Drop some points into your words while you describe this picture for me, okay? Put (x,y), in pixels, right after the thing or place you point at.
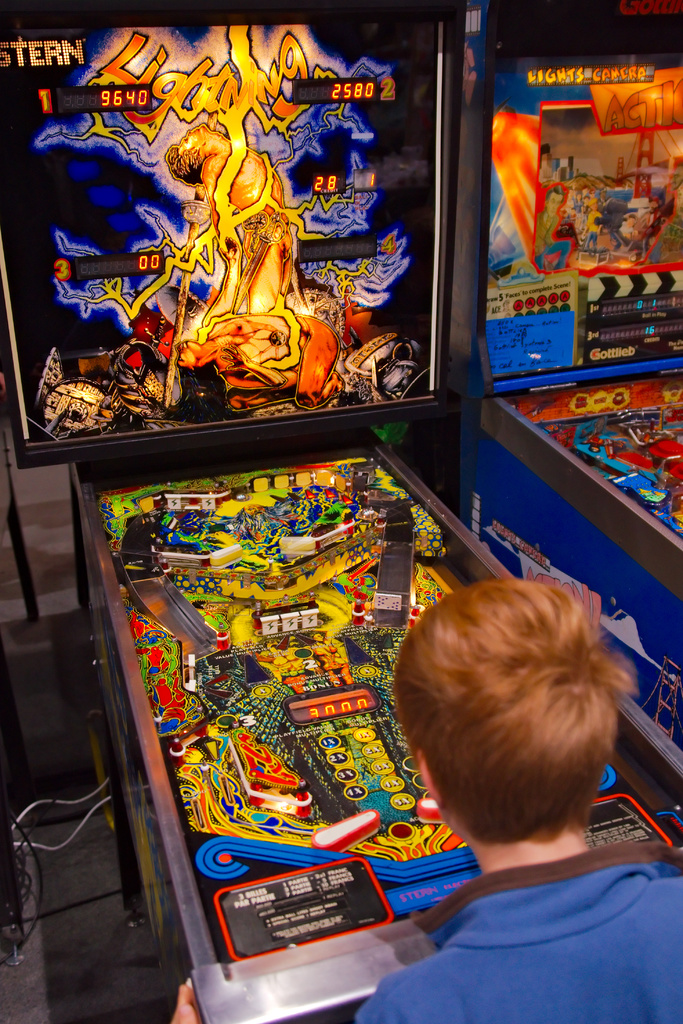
In this image there is a boy (670,916) standing and playing game in front of that there is a screen (17,114) with game (254,559).
